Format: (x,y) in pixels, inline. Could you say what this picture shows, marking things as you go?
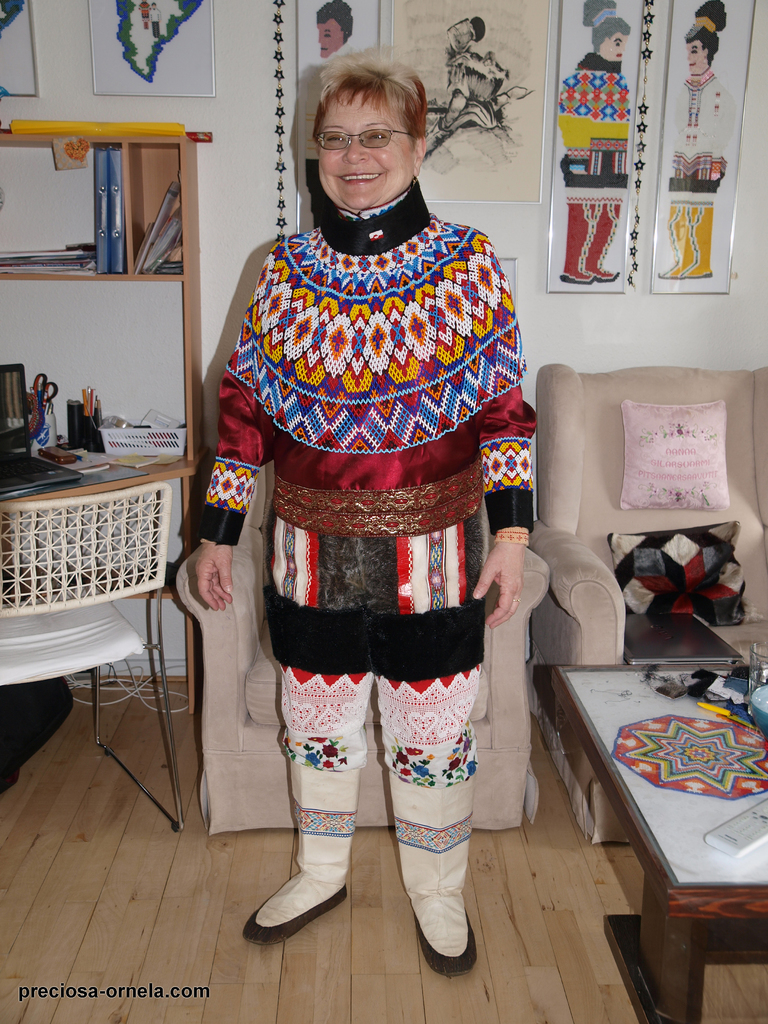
In this picture we can see a woman (352,124) standing on the floor (183,891). She is smiling and she has spectacles (374,140). And this is sofa (676,611), there is a table (675,823). And on the background (242,191) there is a wall (248,90). And there are many frames (193,62) on to the wall (232,17).
